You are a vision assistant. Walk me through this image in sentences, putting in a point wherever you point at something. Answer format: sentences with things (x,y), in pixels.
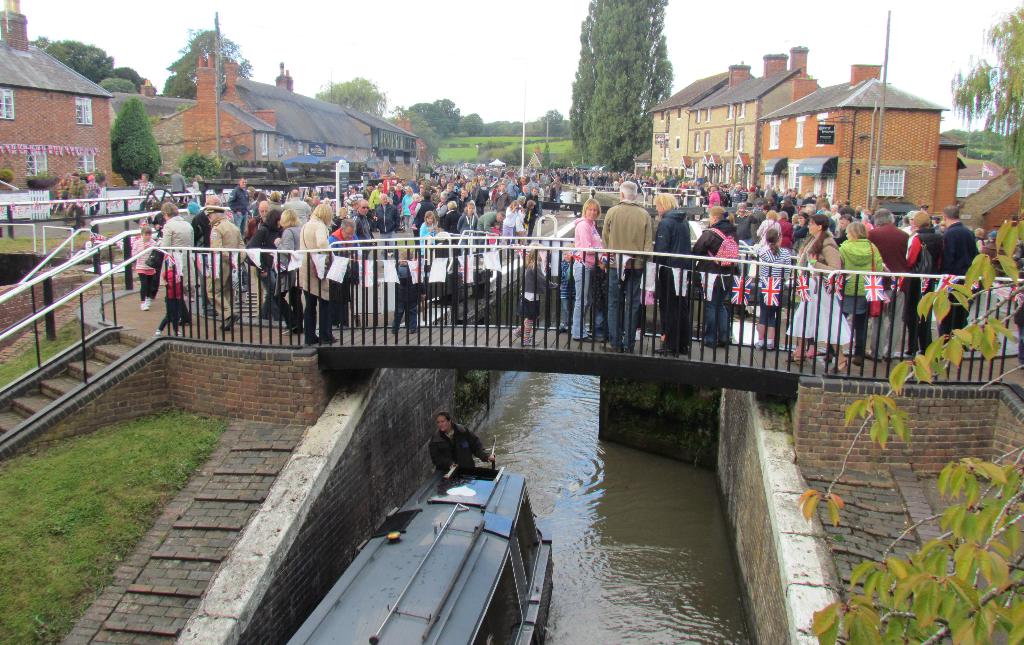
In this image we can see a person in the boat (526,499) on the water (585,462). There are few persons (403,309) standing on the bridge (659,342), grass (60,532) on the ground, railings (1007,307) and on the right side (1006,480) we can see branches (958,511) of a tree (976,513). In the background (1001,139) we can see many people (534,200), buildings (11,39), windows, trees (623,44), poles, objects (20,147), railings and the sky (566,10).
